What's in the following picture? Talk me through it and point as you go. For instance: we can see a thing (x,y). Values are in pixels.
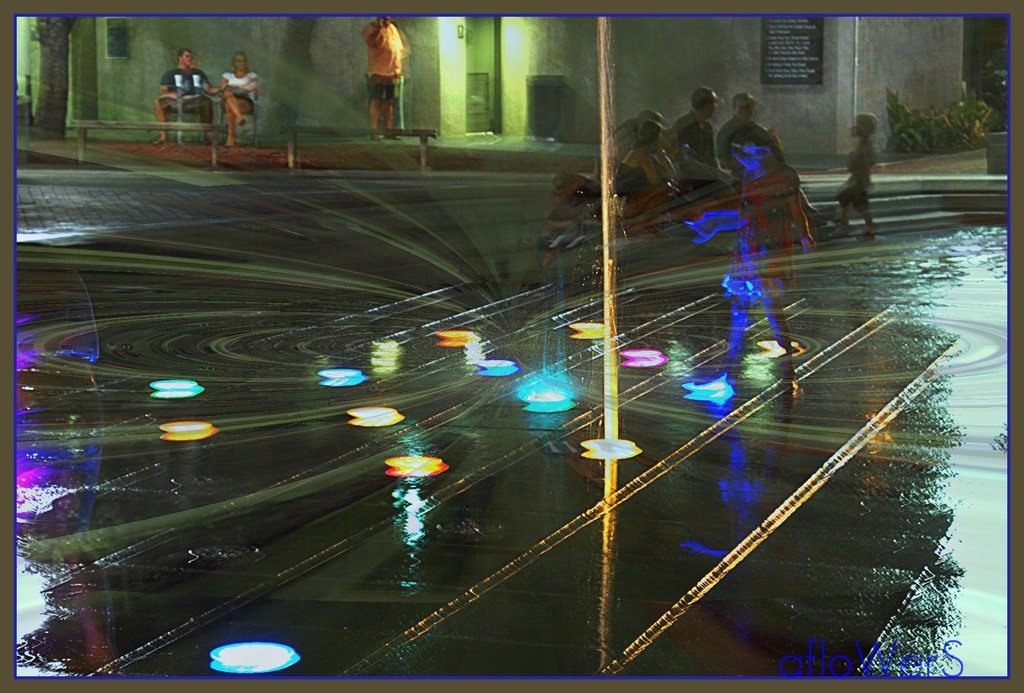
In this image there are some people (667,137) some of them are sitting and some of them are standing, and at the bottom (543,524) there are some water falls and some lights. And in the background (461,43) there is a house (662,21), and some plants (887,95) and trees (52,53).
